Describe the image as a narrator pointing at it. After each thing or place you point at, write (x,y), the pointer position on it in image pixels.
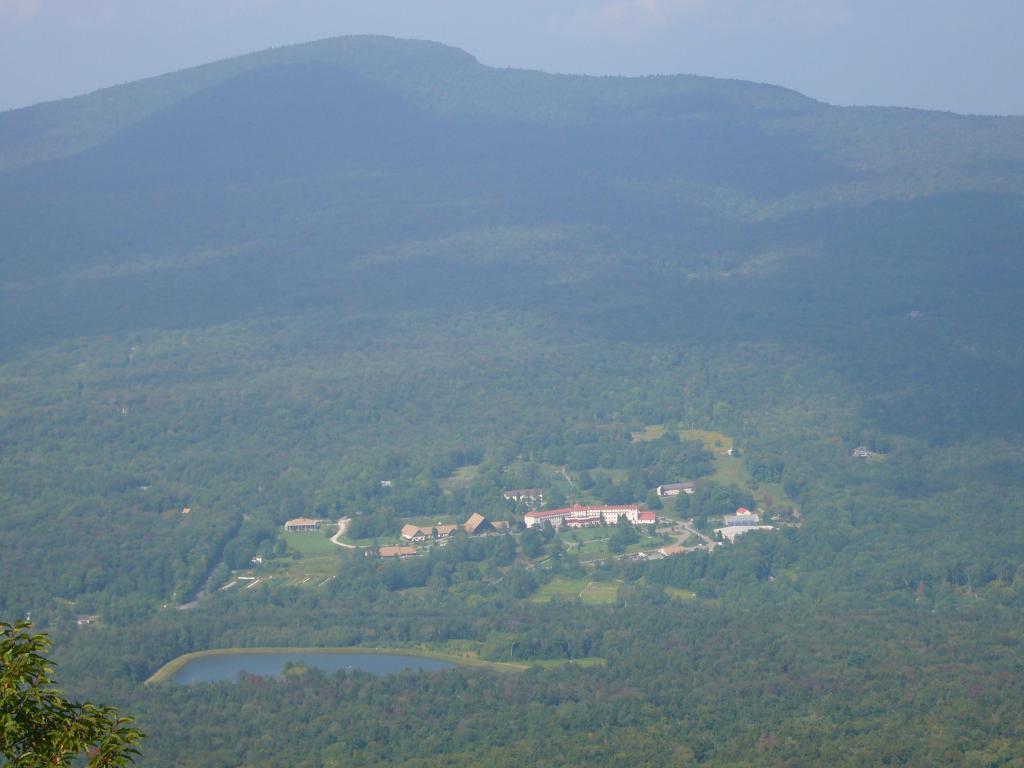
In the picture I can see the natural scenery of green grass (266,563) and trees (463,560). It is looking like a water pool (233,663) on the bottom left side (319,659). In the background (340,232), I can see the hills (427,205). There are clouds (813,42) in the sky (826,31). I can see the houses (538,497) in the picture.
